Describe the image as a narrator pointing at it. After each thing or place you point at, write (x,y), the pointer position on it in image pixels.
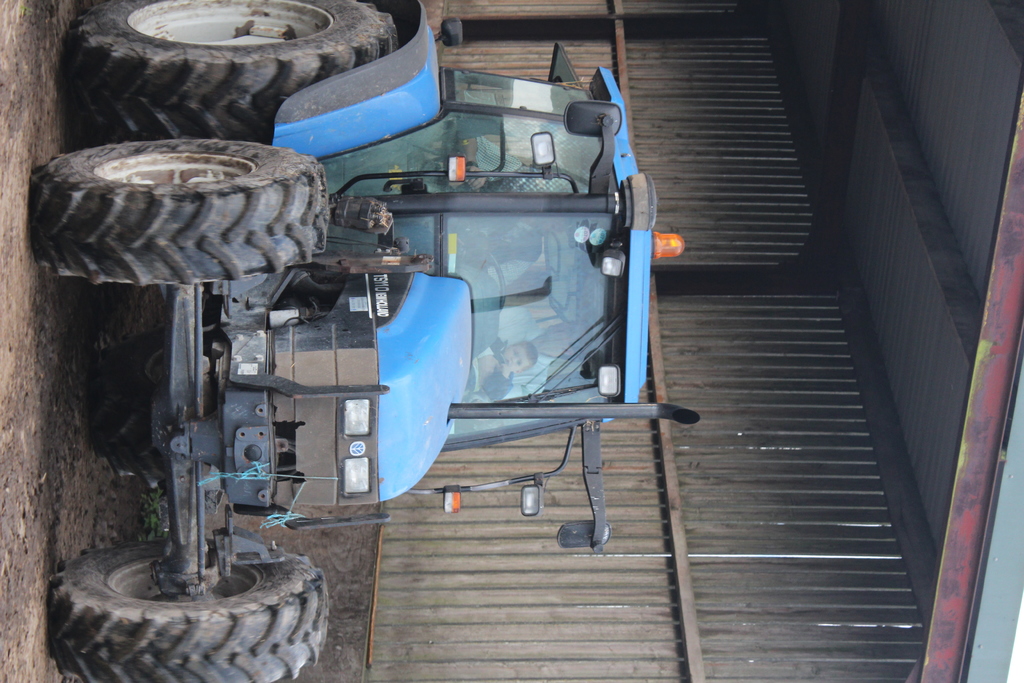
People (559,344) are inside this vehicle (599,207). Under this shed (945,242) we can see a blue vehicle (552,143). This is metal wall (782,478).
